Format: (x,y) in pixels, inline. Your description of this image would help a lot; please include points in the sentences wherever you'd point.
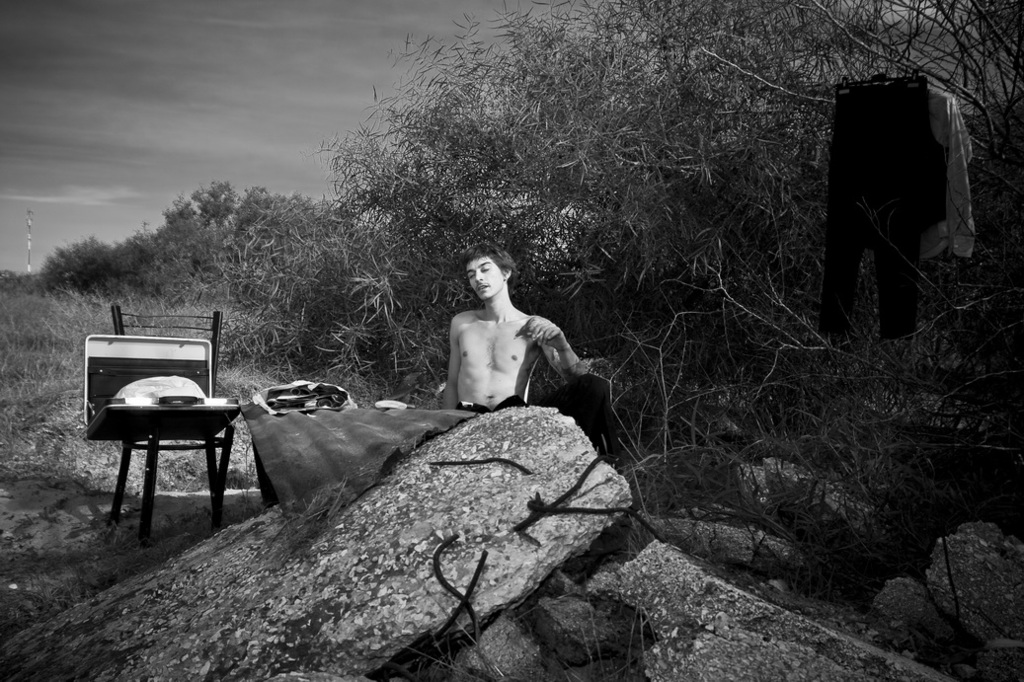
In the center of the image (466,390) there is a man (525,385) sitting. On the left (151,429) there is a chair (197,448) and we can see briefcase (156,429) placed on it. At the bottom (277,579) there are rocks (475,588). In the background (421,252) there are trees (873,268), clothes (886,289) and sky (217,97).
